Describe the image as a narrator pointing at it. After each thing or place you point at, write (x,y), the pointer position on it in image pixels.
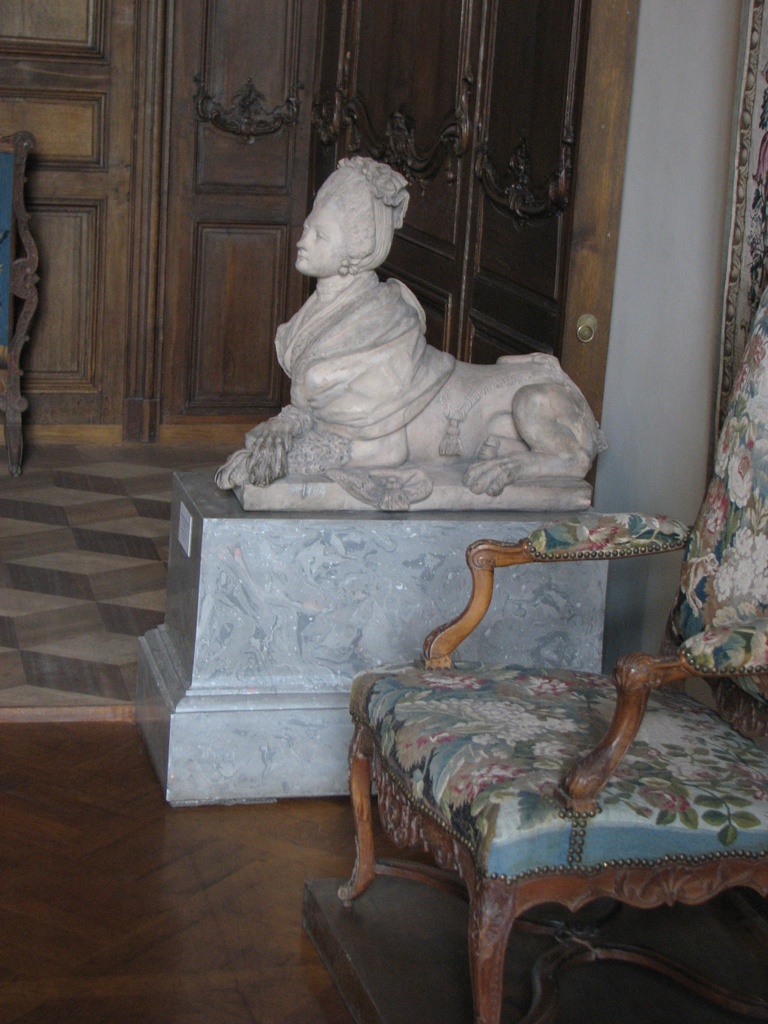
In this image we can see a chair (457,730), statue (520,455) and a wooden door (248,201) in the background (224,201).
